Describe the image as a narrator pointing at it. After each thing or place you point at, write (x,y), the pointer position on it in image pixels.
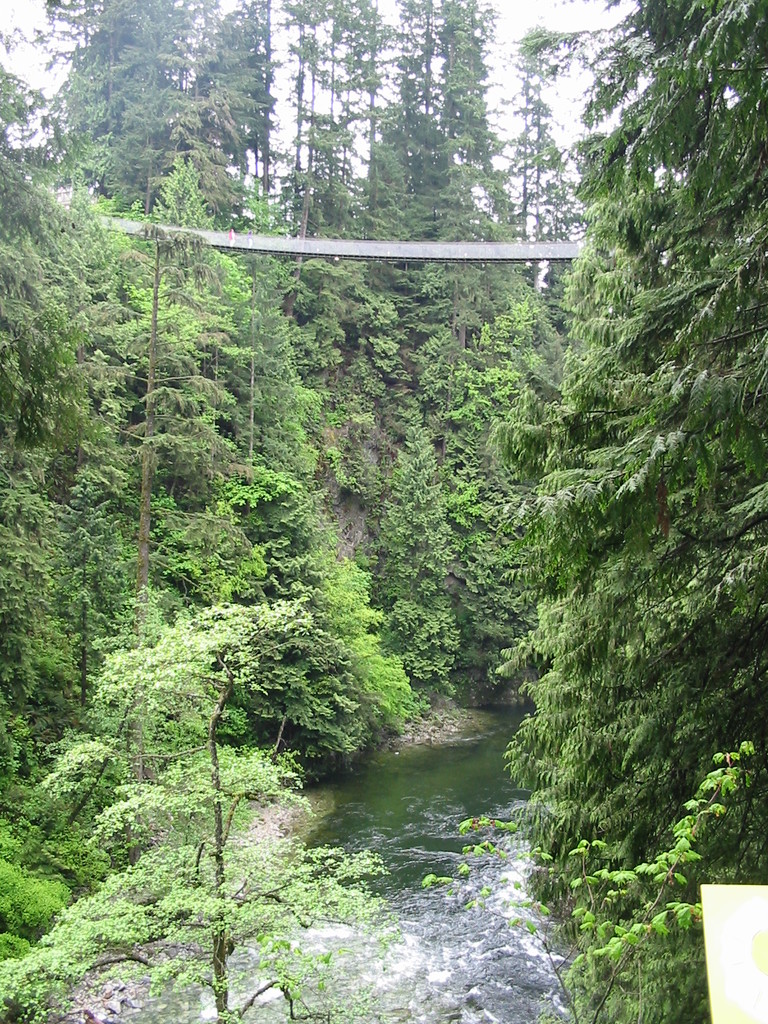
In the picture there is river (429,844) and around the river (468,764) there are plenty of trees (550,360).
